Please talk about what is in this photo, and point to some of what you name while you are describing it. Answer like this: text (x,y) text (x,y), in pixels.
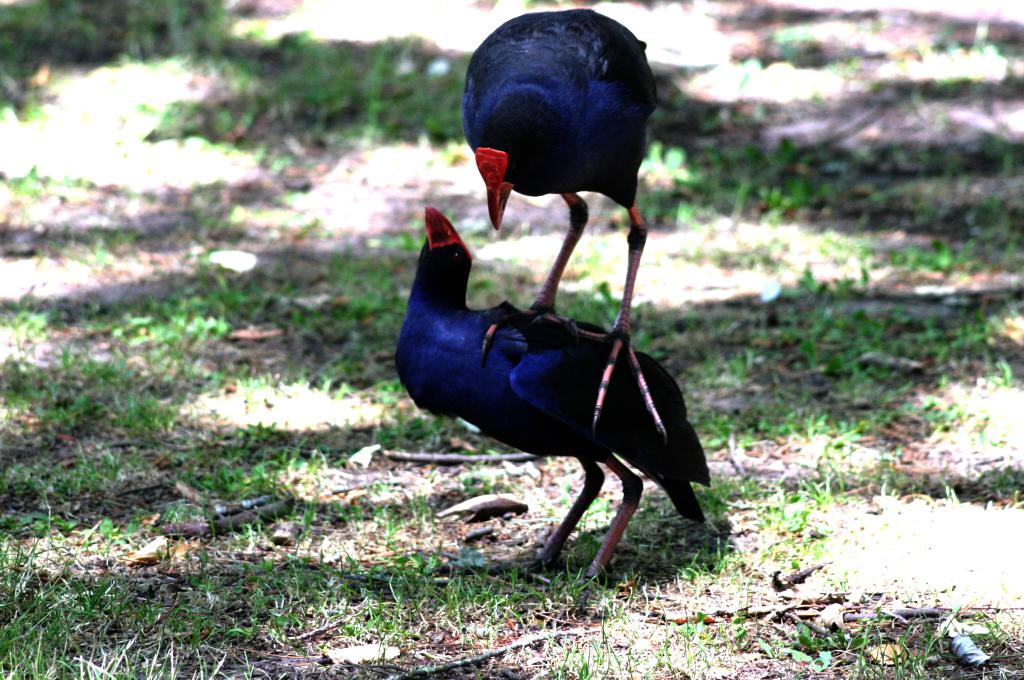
In this image we can see two birds (573,372). Around the birds (483,410) we can see the grass (249,463).
